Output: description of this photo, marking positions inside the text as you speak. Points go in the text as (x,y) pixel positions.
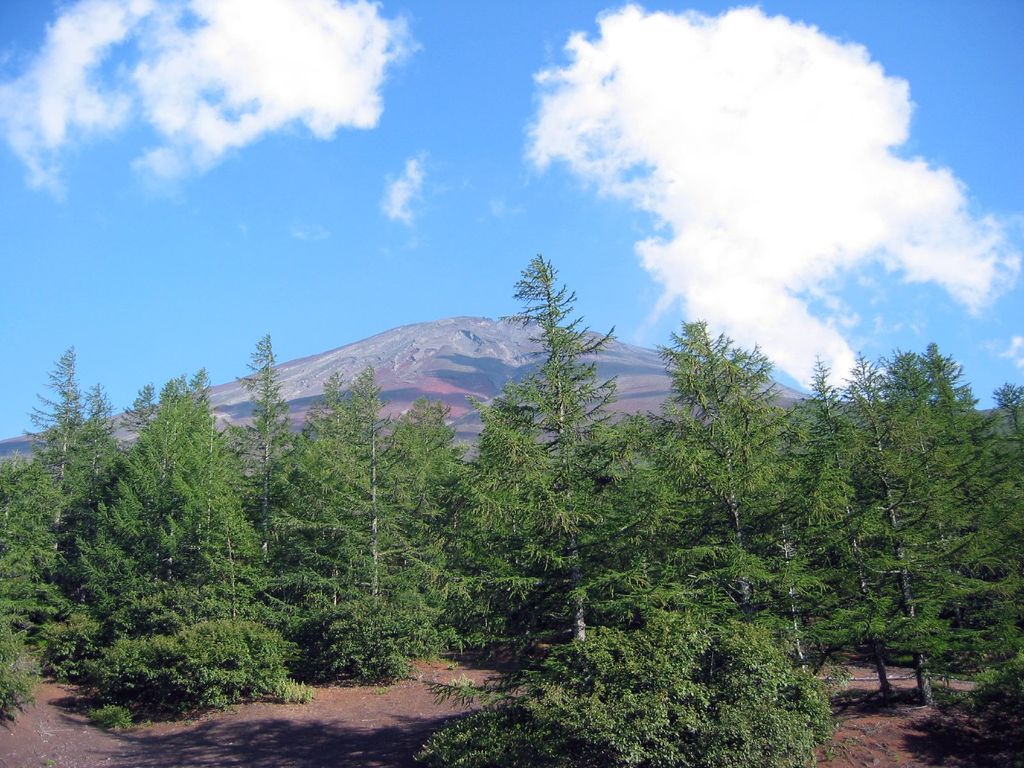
At the bottom (606,569) we can see trees (505,563) on the ground (308,752). In the background (353,355) there is a mountain (340,352) and clouds (329,4) in the sky (309,350).
